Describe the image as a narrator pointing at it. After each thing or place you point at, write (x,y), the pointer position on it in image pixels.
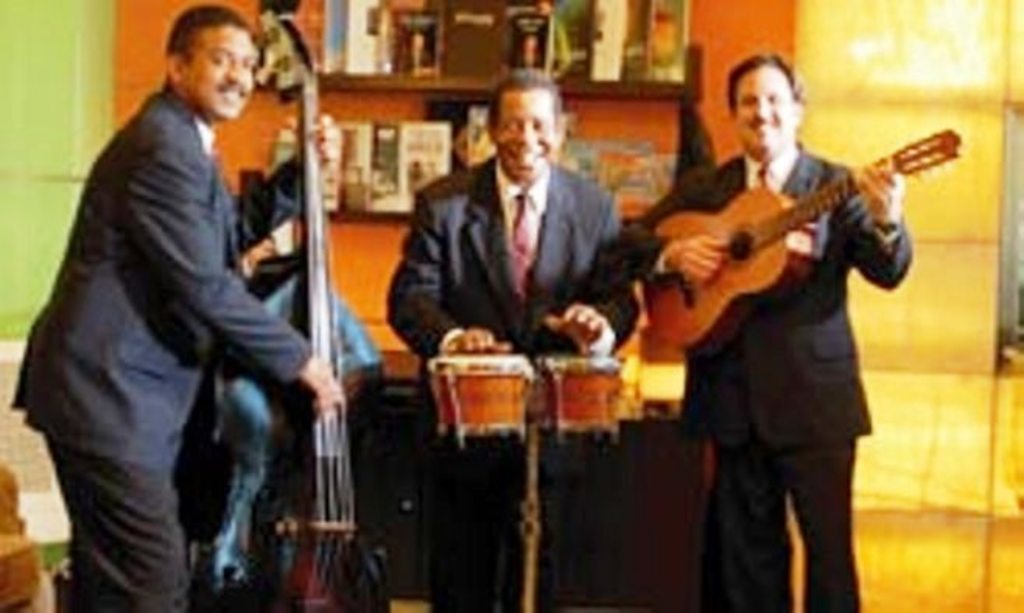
In the image we can see there are three men (494,267) and who is holding musical instrument (734,277) in their hand (316,370). three of them are wearing blazers (127,403) and a tie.
